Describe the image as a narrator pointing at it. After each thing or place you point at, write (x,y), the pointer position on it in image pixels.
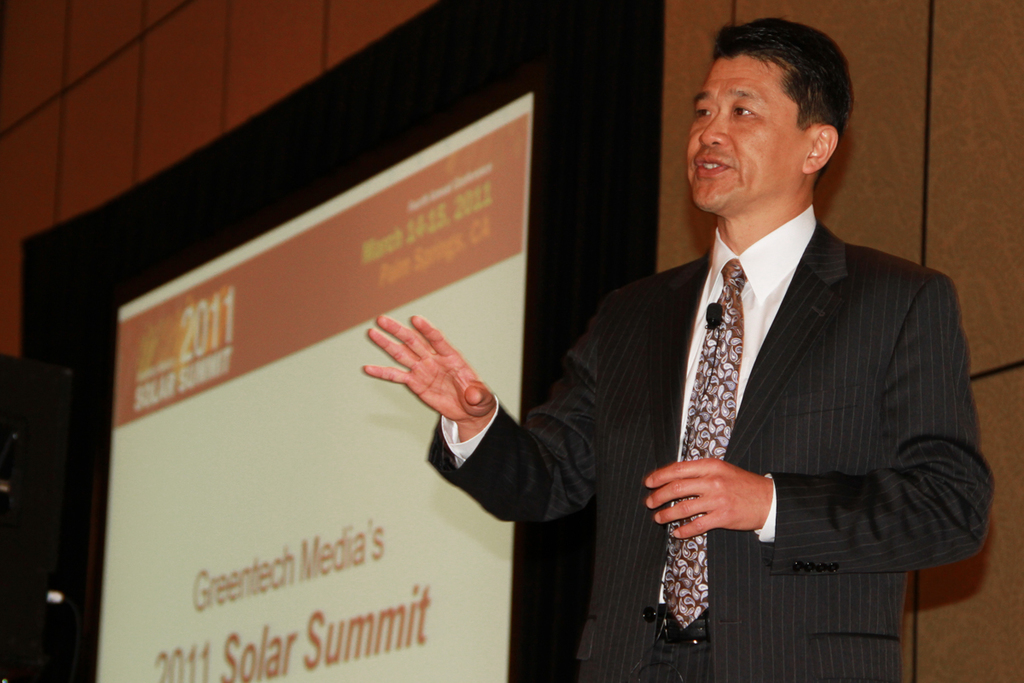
This is the man (730,568) standing and talking. He wore a shirt (763,285), tie (732,359) and suit (850,497). This looks like a screen (298,477). I think this is the wall (948,156).
